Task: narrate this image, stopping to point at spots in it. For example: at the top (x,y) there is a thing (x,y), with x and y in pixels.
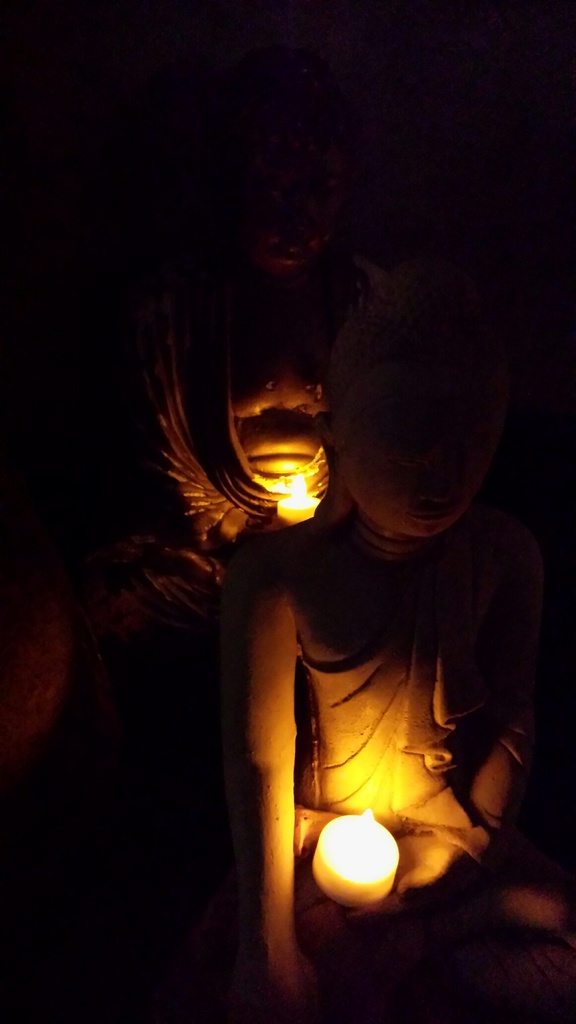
In this image there are two person idols (352,517) having candles (386,878) on it.
